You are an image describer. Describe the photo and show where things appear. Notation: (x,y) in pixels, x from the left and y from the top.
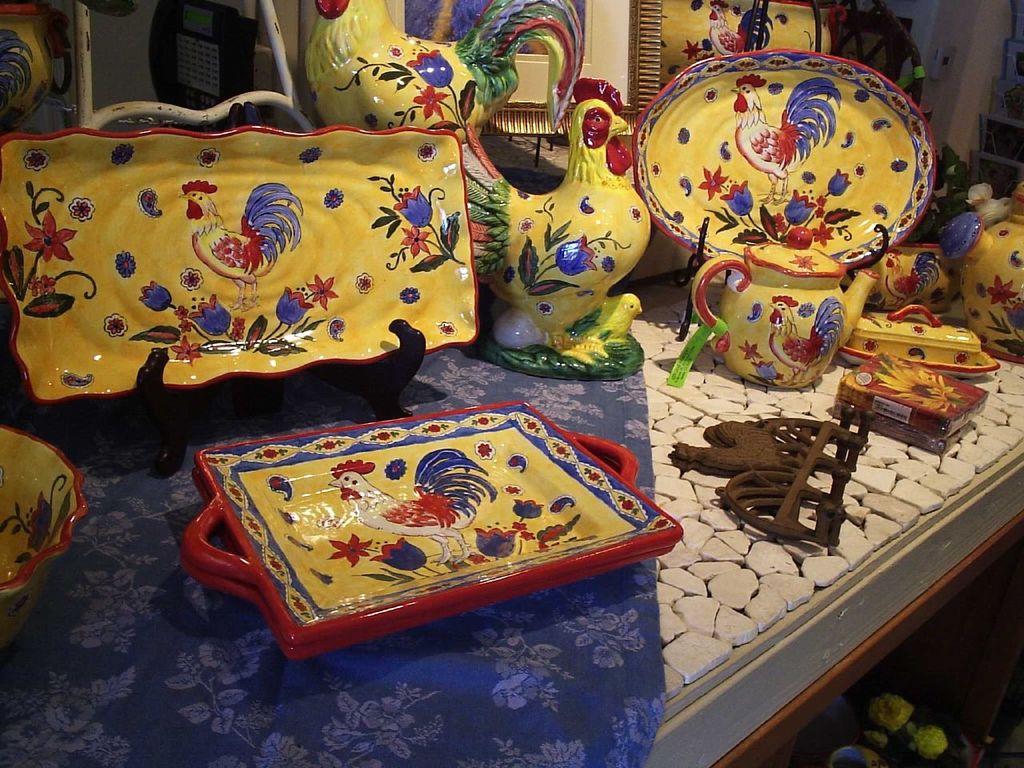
In this picture there are several handmade dishes (471,450) kept on the table (716,579) and there is also a beautifully painted yellow plate (424,517).
